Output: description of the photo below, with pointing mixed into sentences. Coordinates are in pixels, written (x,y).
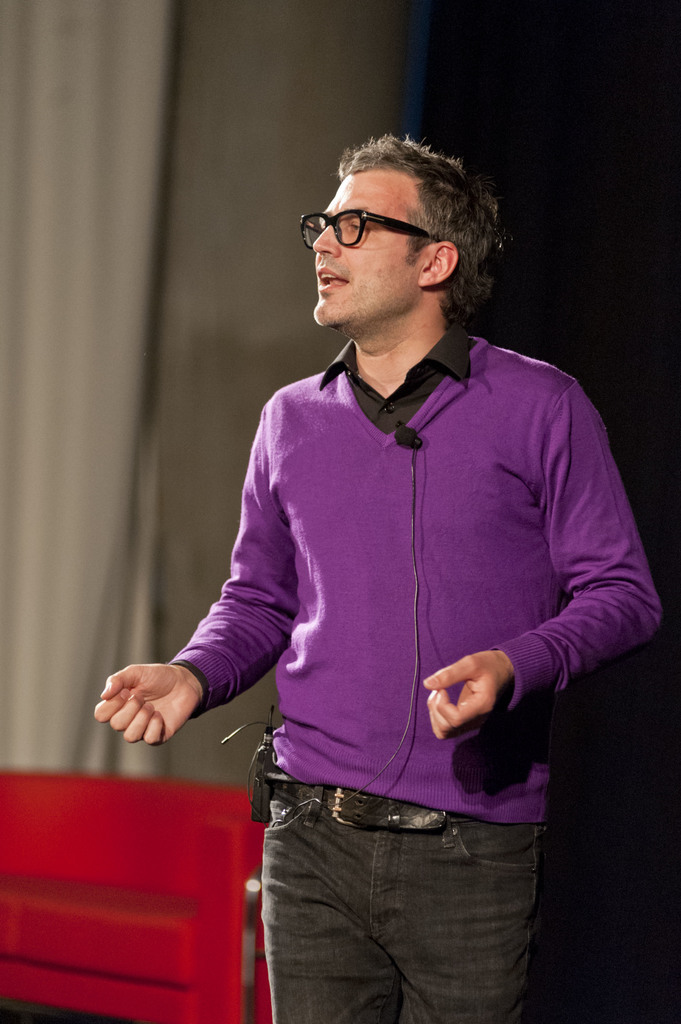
In the center of the image (345,391) a man (442,288) is standing and wearing spectacles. In the background of the image (134,172) curtain (59,463) is there. At the bottom left corner (211,915) bench (220,893) is there.
